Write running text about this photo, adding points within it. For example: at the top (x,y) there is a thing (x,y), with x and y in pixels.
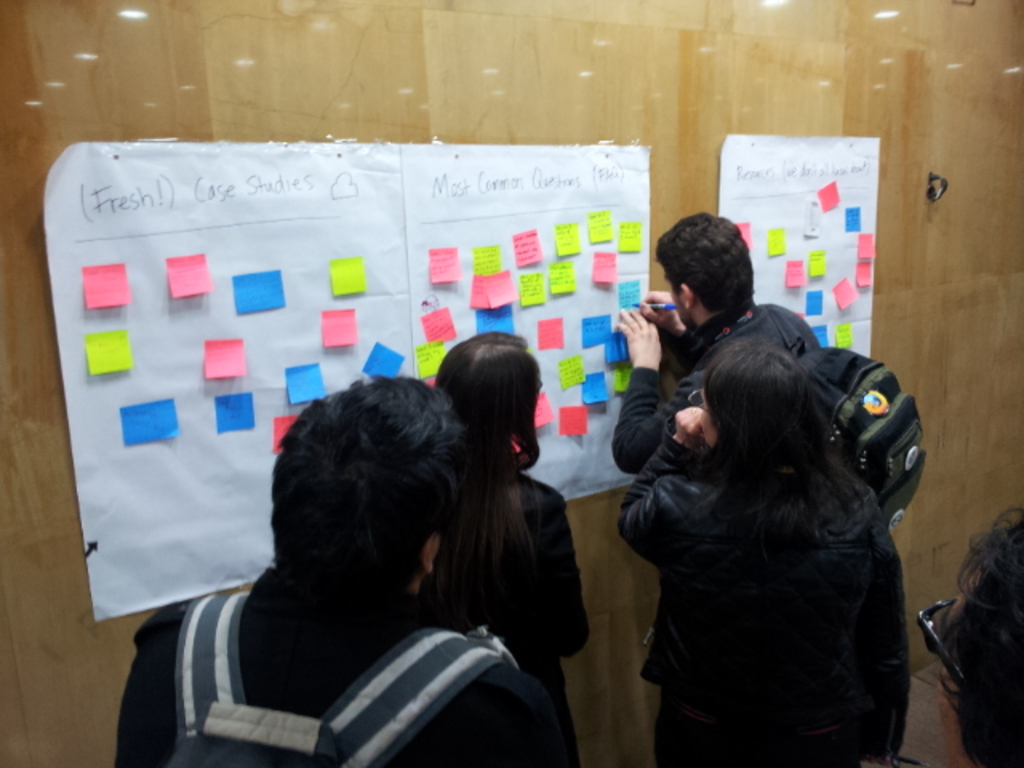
In this image I can see few people (460,495) are standing in the front (576,609) and I can see all of them are wearing black colour dress (654,493). I can also see two of them are carrying bags (834,388). In the background (127,66) I can see the wall (39,100) and on it I can see three white colour chart papers (338,154) and on these papers (191,485) I can see number of sticky notes (481,324).
